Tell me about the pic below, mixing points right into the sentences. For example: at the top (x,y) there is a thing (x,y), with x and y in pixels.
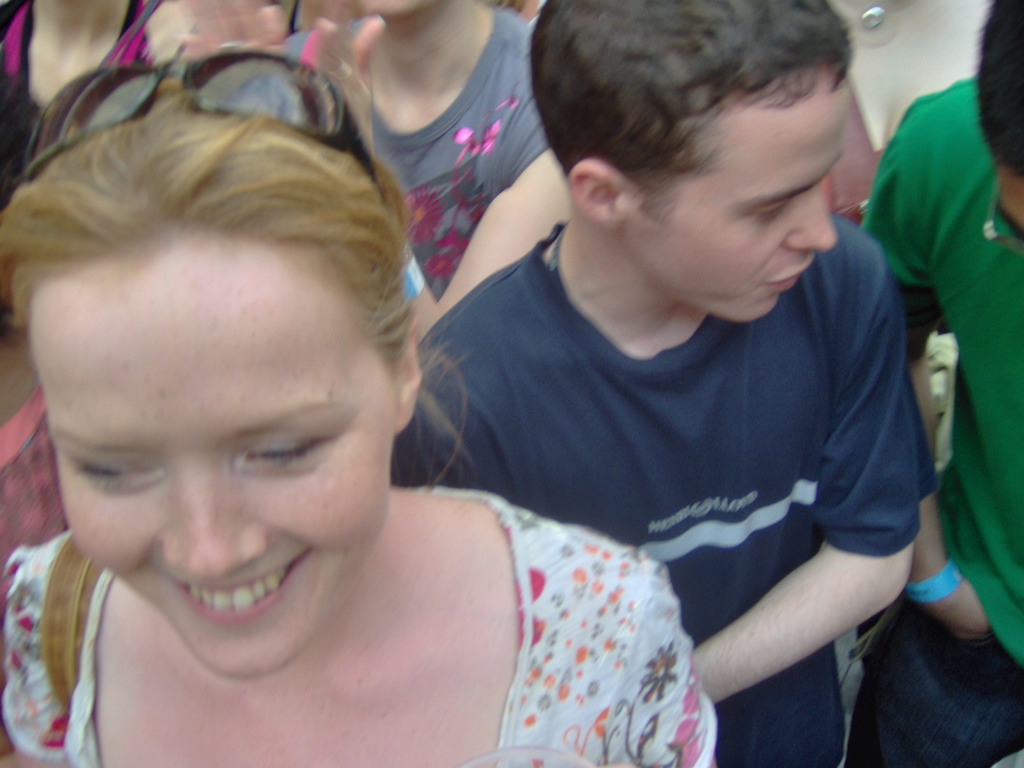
In this picture we can see few persons (682,504) and she is smiling.
